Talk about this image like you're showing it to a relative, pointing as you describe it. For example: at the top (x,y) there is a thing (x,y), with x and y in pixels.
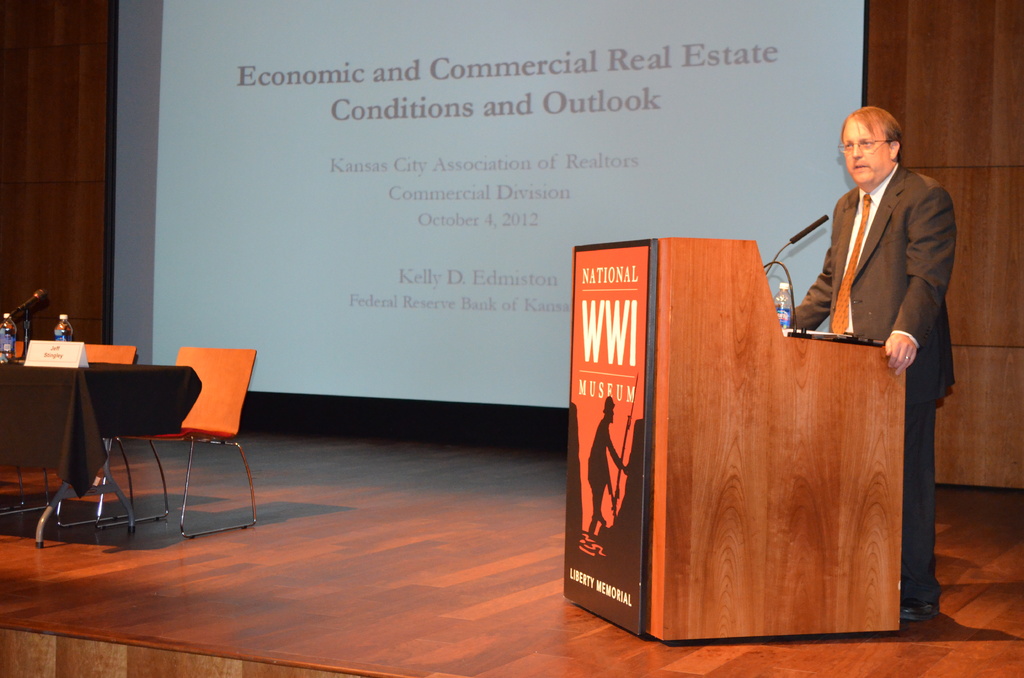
A screen (290,146) is on wall (93,153). On this stage (326,534) there is a podium (634,449), table (172,410) and chairs (226,376). Beside this podium (691,362) a person (886,258) is standing and wore suit (874,283). On this table (103,384) there is a cloth (83,384), bottles (1,332), mic (20,314) and holder (29,356).
